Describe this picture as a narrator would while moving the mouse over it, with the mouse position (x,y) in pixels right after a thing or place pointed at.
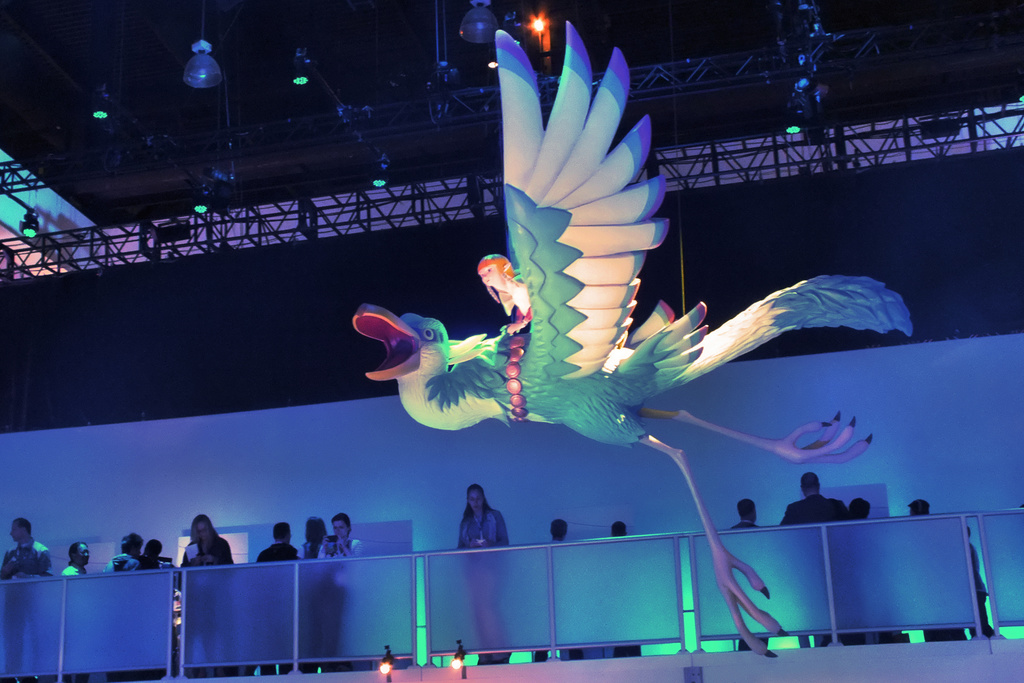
Here we can see a person (502,281) on a bird (631,292) and it looks like a statue (542,312) kept for showcasing in an event. In the background (481,570) there are few persons (329,604) standing at the fence (310,654) on the floor (191,680) and there are lights (385,659) on the wall (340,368) and on the roof top (147,128) we can see lights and poles (45,250).
